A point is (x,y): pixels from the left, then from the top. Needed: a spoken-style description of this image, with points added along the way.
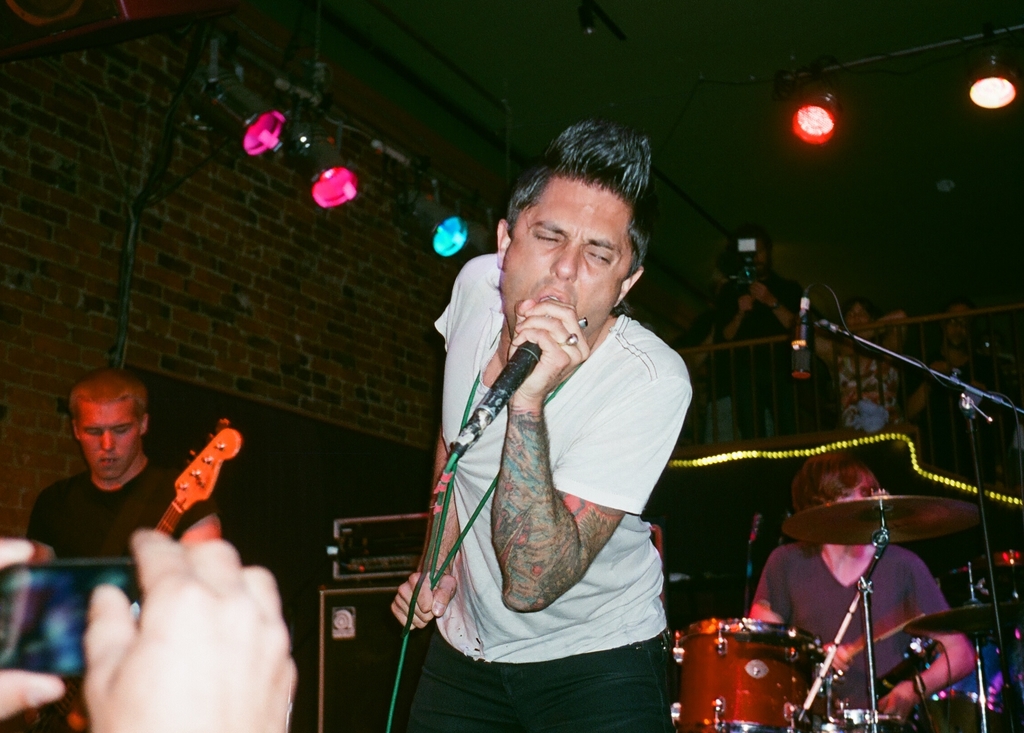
In this image in the middle (473,315) there is a man (558,400) he wears white t shirt (590,462) and trouser (524,677) he holds a mic (525,370) he is singing. On the right (812,563) there is a man (847,592) he is playing drums (751,618). On the left (149,487) there is a man (176,531) he is playing guitar (160,521). At the bottom (159,652) there is a person (168,651) holding mobile (122,568). In the background (325,155) there are many lights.
